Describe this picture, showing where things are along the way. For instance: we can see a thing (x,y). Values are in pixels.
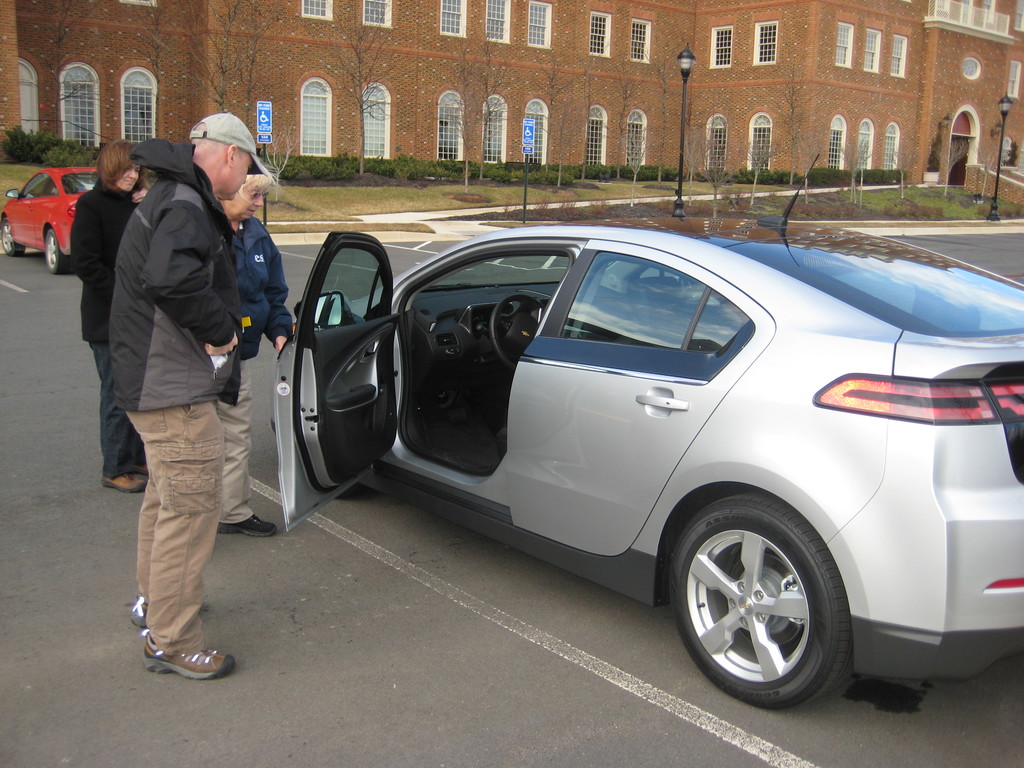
In this picture there is a building (49,121) and there are trees (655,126) and there are street lights (998,171). In the foreground (958,670) there are cars (761,408) on the road (97,578) and there are two people (177,577) standing and there is a person (243,307) standing and holding the car door (382,252). In the background (823,200) there is a door (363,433) and there are plants (837,206) and there is grass (924,191).
